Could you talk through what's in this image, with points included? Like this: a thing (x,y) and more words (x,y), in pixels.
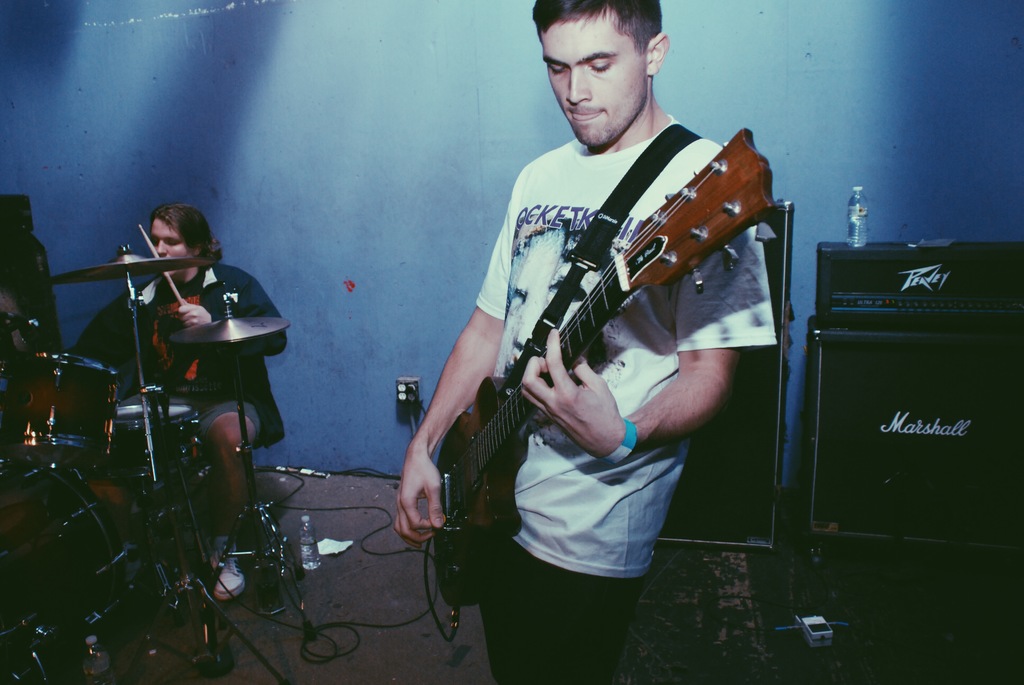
In this image I can see two men (698,143) where one is holding a guitar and another one is sitting next to a drum set (126,584). In the background (832,364) I can see speakers (859,394) and a water bottle (856,198).
